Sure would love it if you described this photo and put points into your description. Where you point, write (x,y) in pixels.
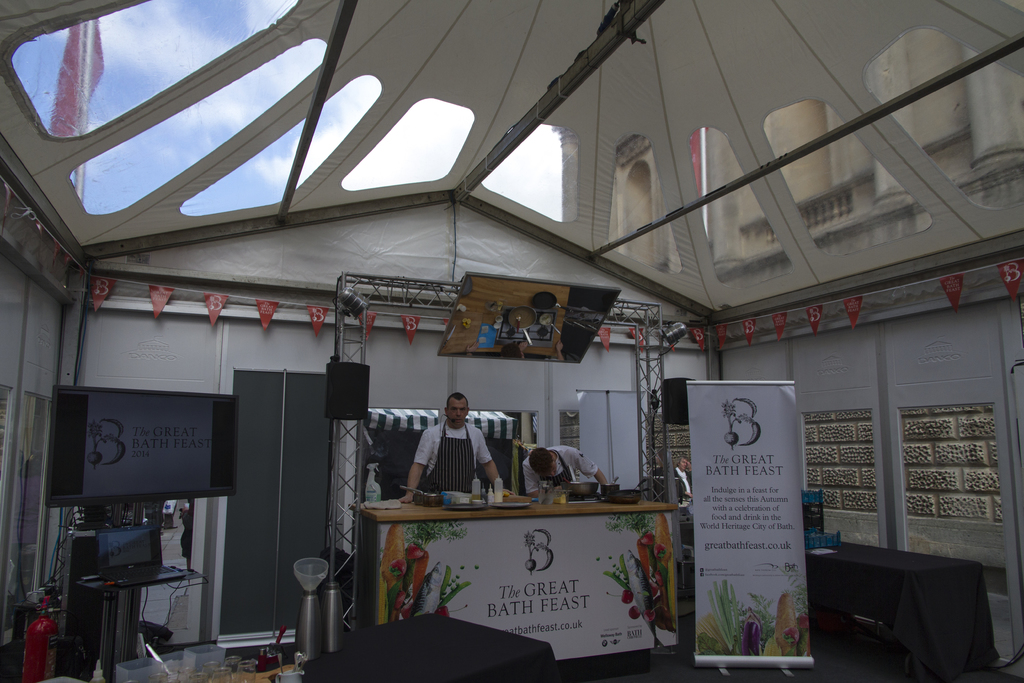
In this picture we can see two persons (536,448) standing and in front of them there is table (471,521) and on table (448,517) we have vessel (437,502), bottle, bowl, stove (571,498) and beside to them banner (703,420), screen (180,484), laptop (151,562), boxes (206,657), fire extinguisher (39,618) and at top (251,90) sky (154,61), roof (585,48).
